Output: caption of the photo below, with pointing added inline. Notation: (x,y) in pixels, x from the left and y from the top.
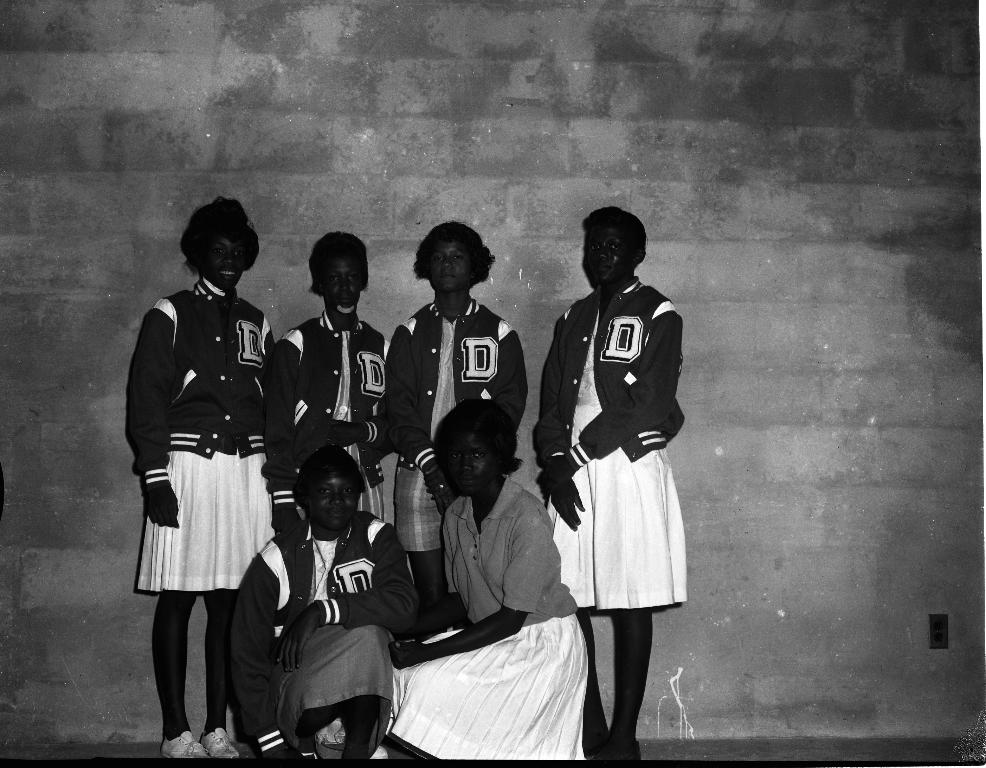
In this picture we can see six persons (454,459) here, in the background (806,426) there is a wall (821,401).
